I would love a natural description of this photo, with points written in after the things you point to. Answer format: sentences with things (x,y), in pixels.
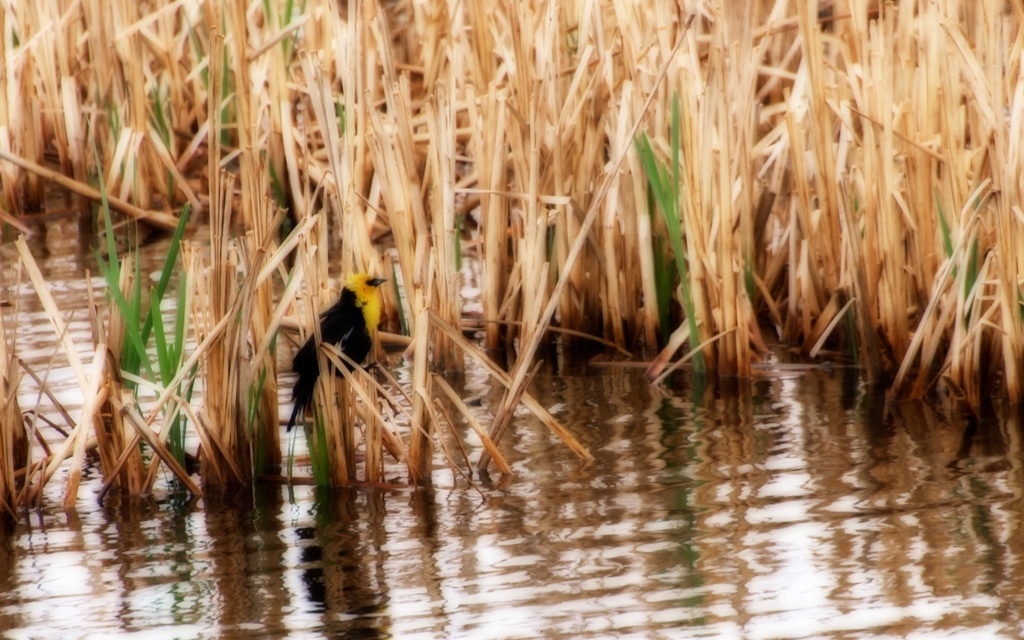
In this image I can see a bird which is in yellow and black color, background (748,82) I can see the grass (379,388) which is in brown and green color and the grass (727,314) is in the water (638,533).
